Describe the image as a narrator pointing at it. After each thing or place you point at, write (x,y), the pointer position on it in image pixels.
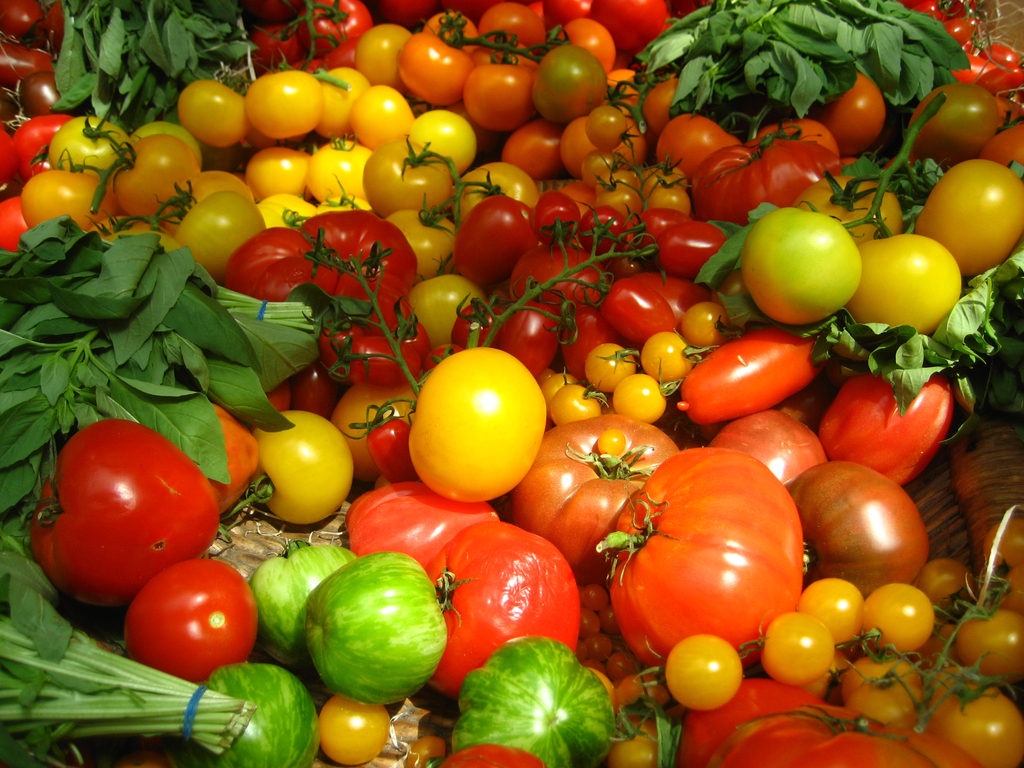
In this image we can see the vegetables (136,487).
